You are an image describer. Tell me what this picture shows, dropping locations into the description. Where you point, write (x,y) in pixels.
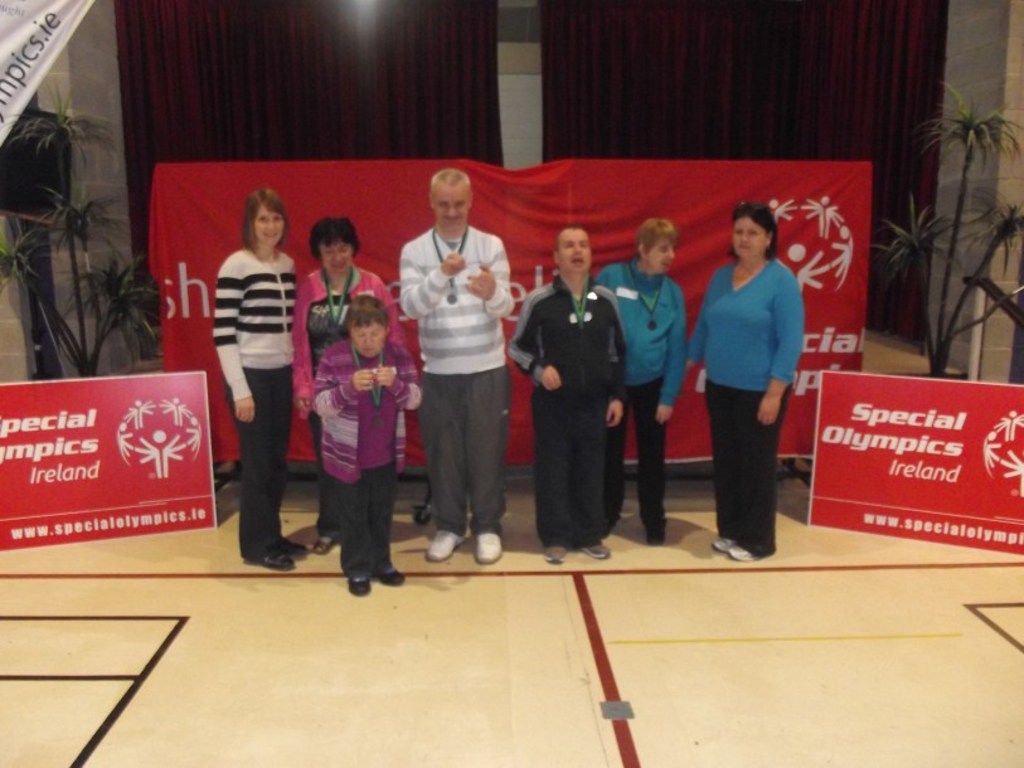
In the picture I can see these people (441,540) are standing on the floor (582,564). Here we can see red color boards (164,457) and red color banner (713,182) in the background (783,253). Here we can see the plants (932,352), pillars (76,155), the wall (76,155) and brown color curtains (645,150).
